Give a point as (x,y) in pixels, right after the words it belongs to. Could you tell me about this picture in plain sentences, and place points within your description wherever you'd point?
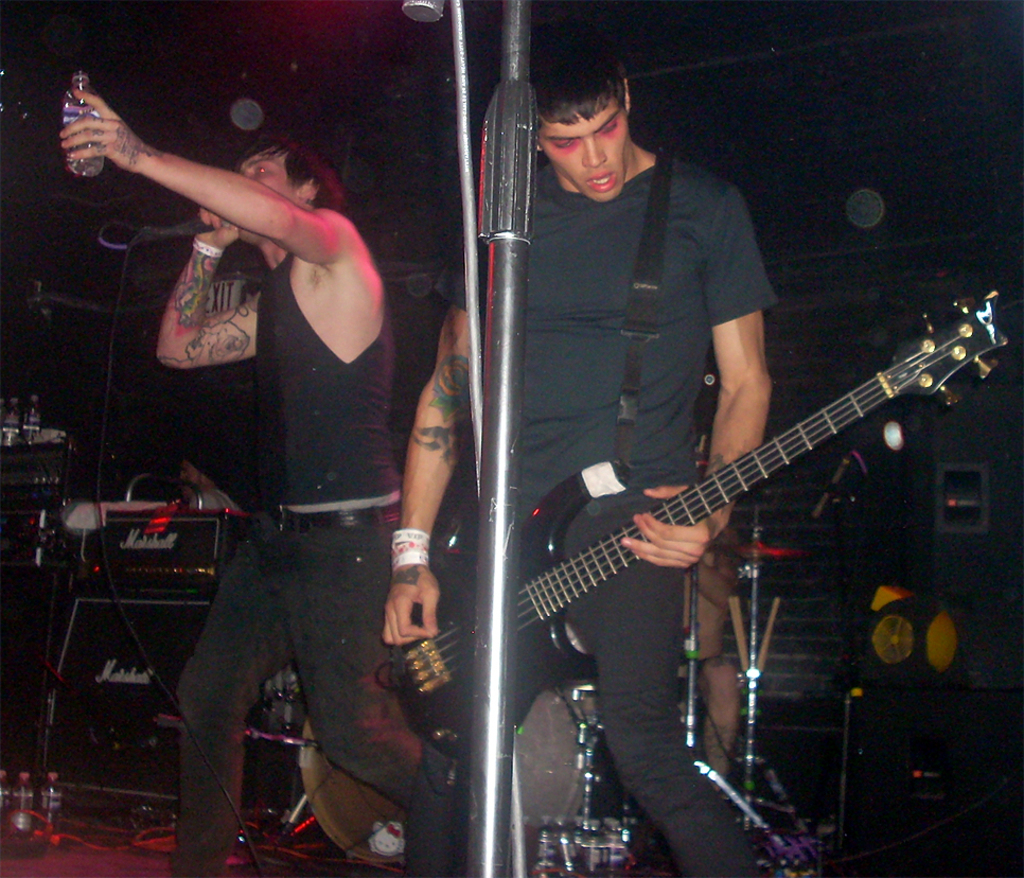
As we can see in the image there are two people (534,400). The man (613,417) on the right side (686,726) is holding guitar (527,574) and the man (262,302) on the left side (250,315) is singing a song on mic (187,233) and holding bottle (81,138).
